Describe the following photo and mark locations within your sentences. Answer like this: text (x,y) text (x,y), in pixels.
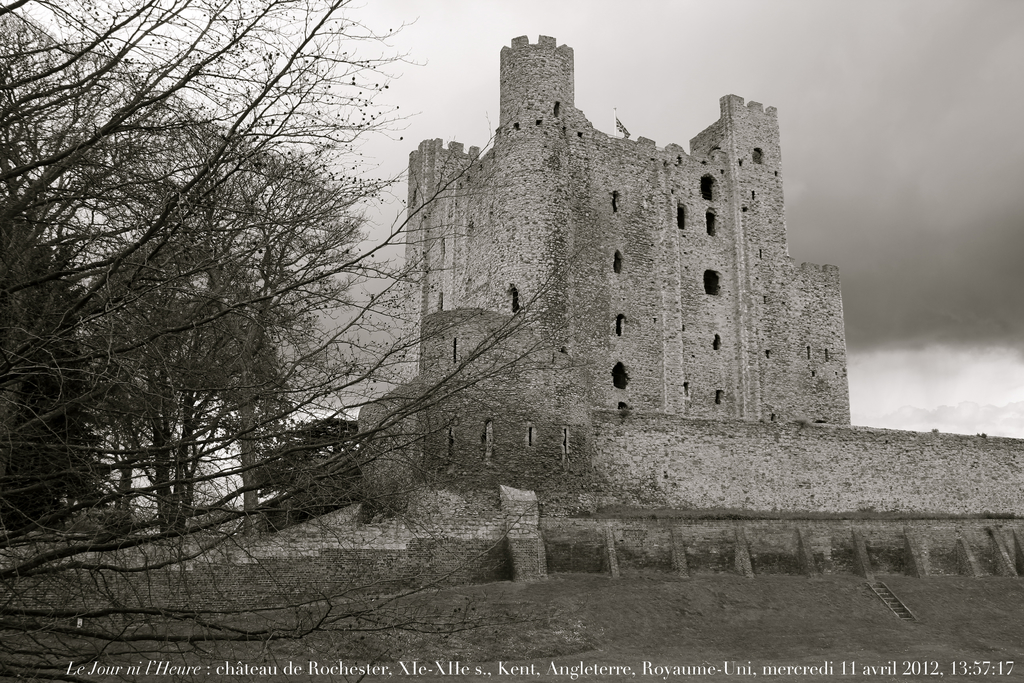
It is a black and white image, there is a fort (632,277) and there is a dry tree (213,343) in the foreground (141,605) and there is some text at the bottom of the image (584,665).
